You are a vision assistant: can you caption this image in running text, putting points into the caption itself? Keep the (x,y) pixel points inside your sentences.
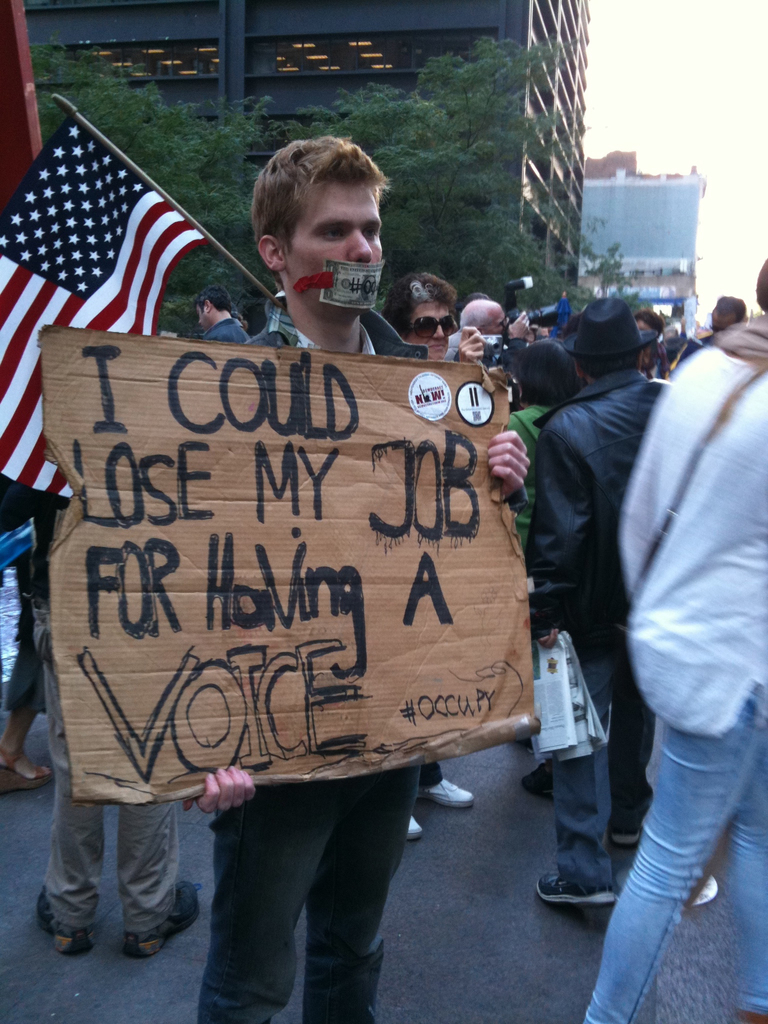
In this image there are some persons (711,647) standing in middle of this image (459,347). the person (281,809) is in the middle (301,551) is holding a board (238,499) and there is a flag (105,238) on the left side of this image (63,308) and there are some trees (399,236) in the background (399,236) and there are some buildings (585,103) on the top of this image (612,224). There is a sky (674,110) on the top right corner of this image (675,88).
